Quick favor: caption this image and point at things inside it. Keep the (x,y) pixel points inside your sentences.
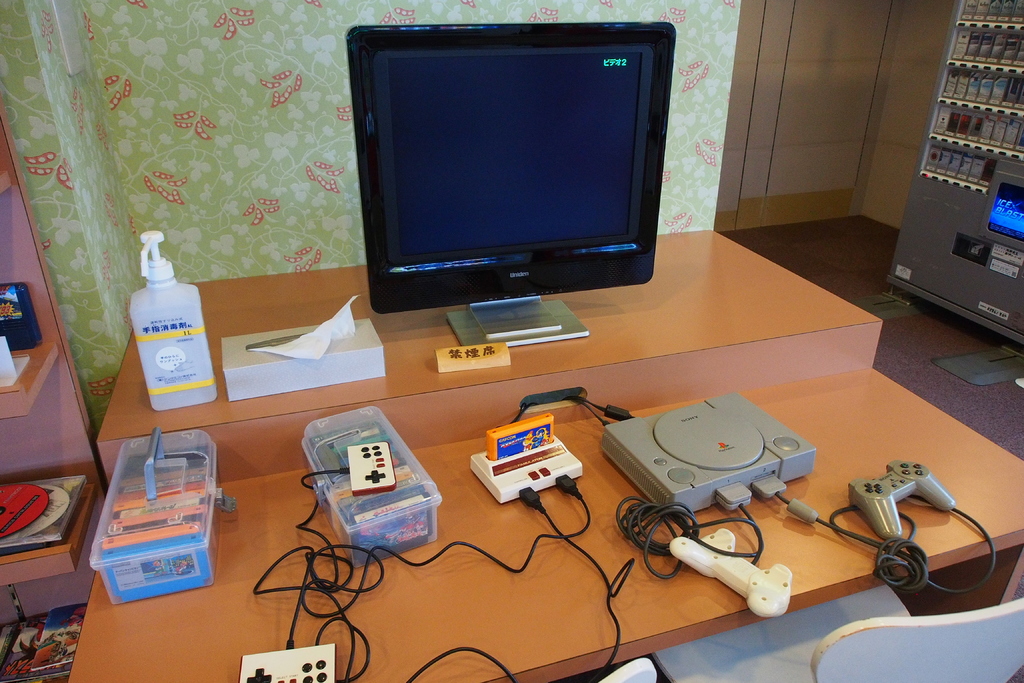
This image is taken indoors. In the background (184,139) there is a wall (695,76) with a door (813,81). On the left side of the image (49,578) there is a cupboard (39,567) with shelves (31,382) and there are a few things (20,495) on the shelves (65,545). In the middle of the image (629,315) there is a table (703,356) with a few things (674,492) on it and there are two chairs (745,660) on the floor (982,348).
